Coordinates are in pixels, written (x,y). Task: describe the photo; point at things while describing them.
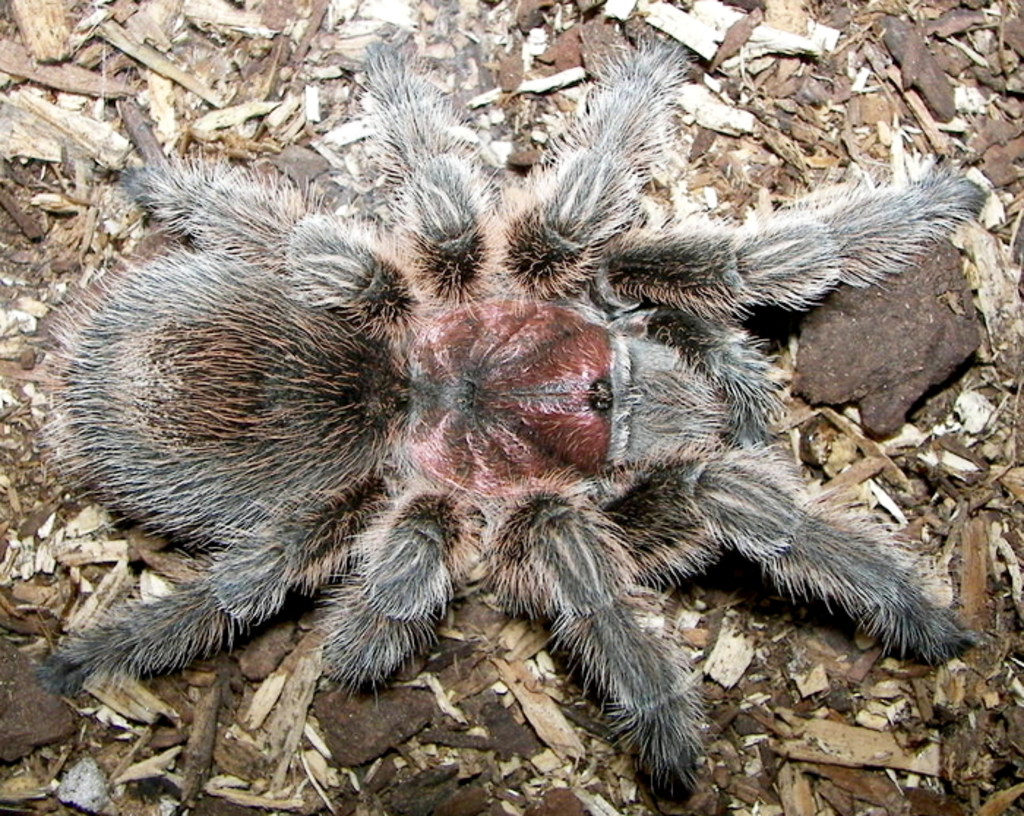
In this image we can see a spider (661,501) on the wooden particles (507,661).
